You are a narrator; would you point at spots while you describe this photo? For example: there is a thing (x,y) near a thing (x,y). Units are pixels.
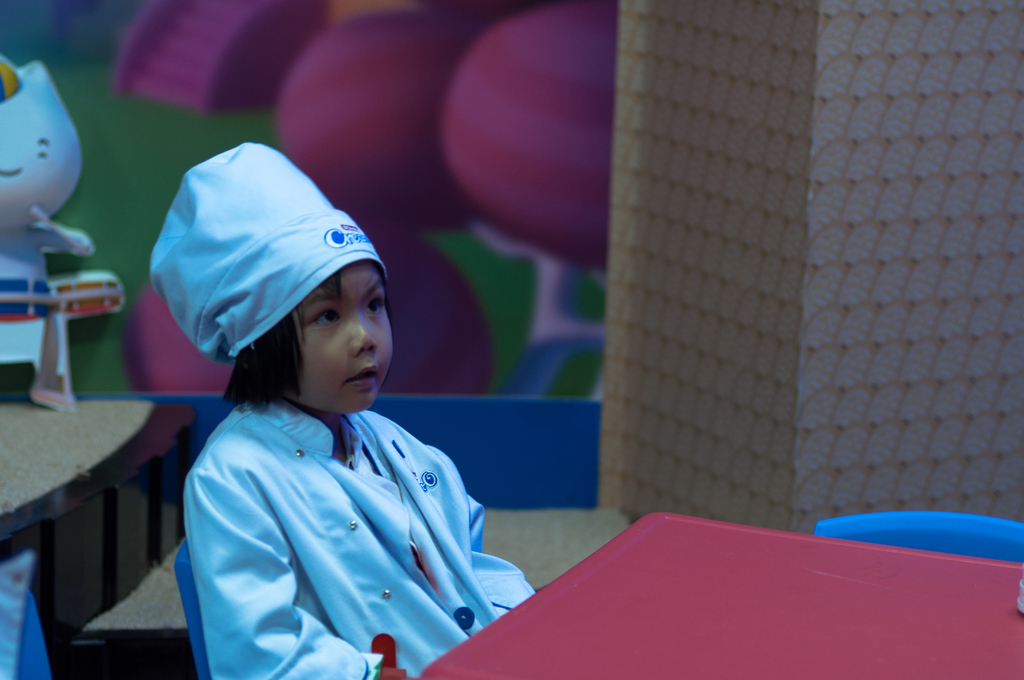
In this image we can see a girl (412,546) sitting on the chair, there are some tables (703,590), chairs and a toy (42,369), in the background (770,297) we can see the wall (543,384).
